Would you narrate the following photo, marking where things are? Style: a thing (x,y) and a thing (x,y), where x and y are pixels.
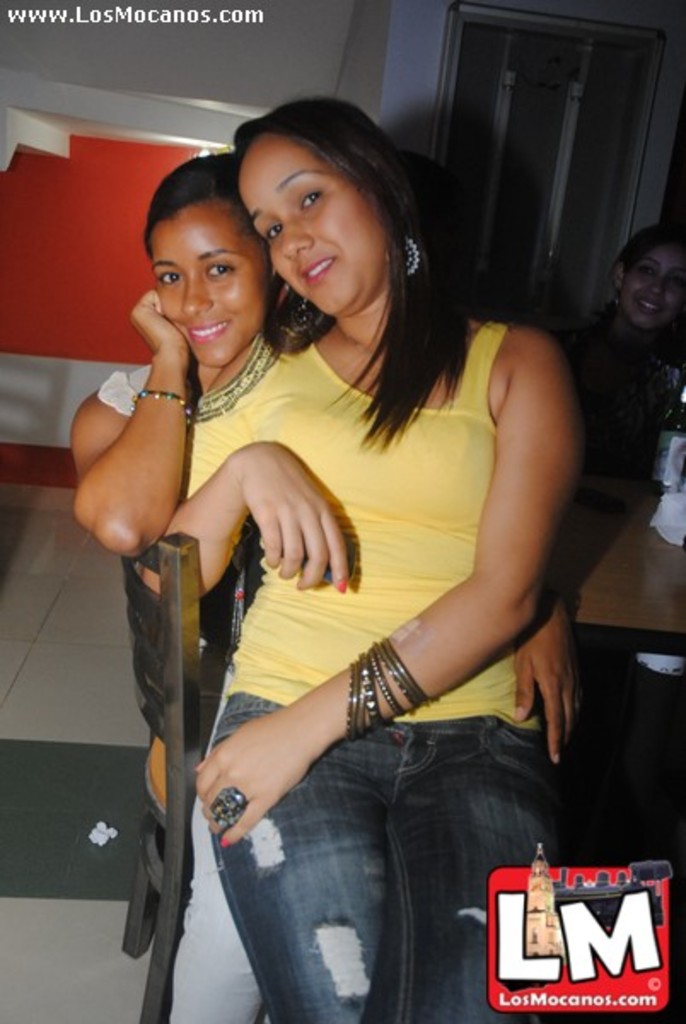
In this image there are two girls (547,392) sitting on one above the other on a chair (179,808) beside them there is a table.
